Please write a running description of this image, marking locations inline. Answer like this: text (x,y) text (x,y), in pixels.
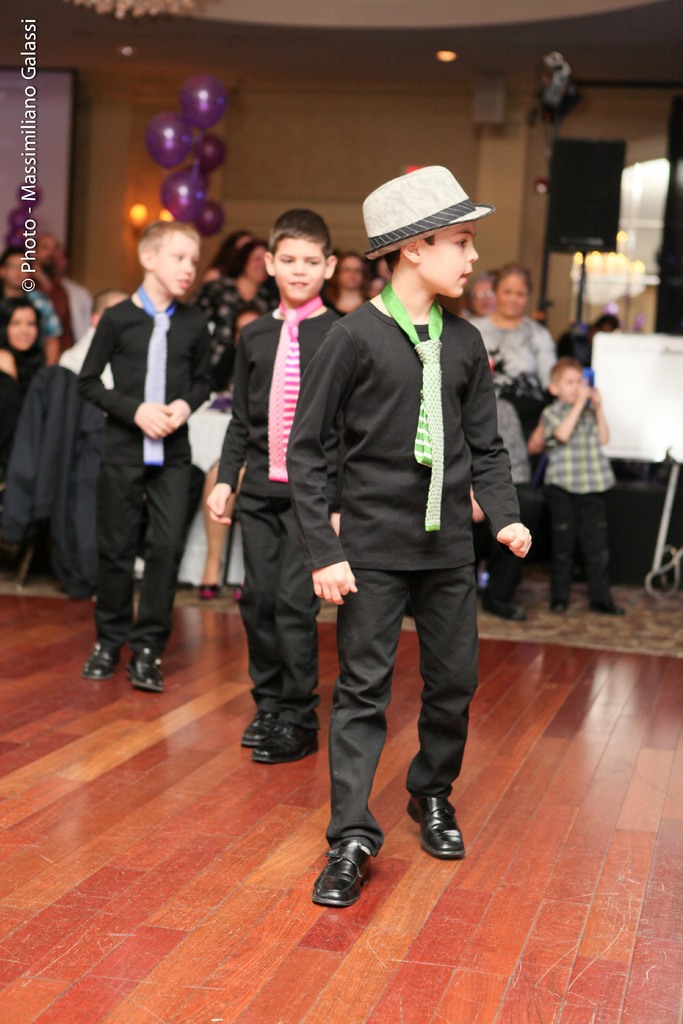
In the foreground of this image (383,658), there are three boys (372,645) wearing black dresses (370,582) are standing on the wooden surface (178,909). In the background (215,320), there are few people (499,370), a speaker box (595,211), a white color object (647,370) on the right (647,386), few balloons (191,183) and lights (143,211) on the wall (233,218).
